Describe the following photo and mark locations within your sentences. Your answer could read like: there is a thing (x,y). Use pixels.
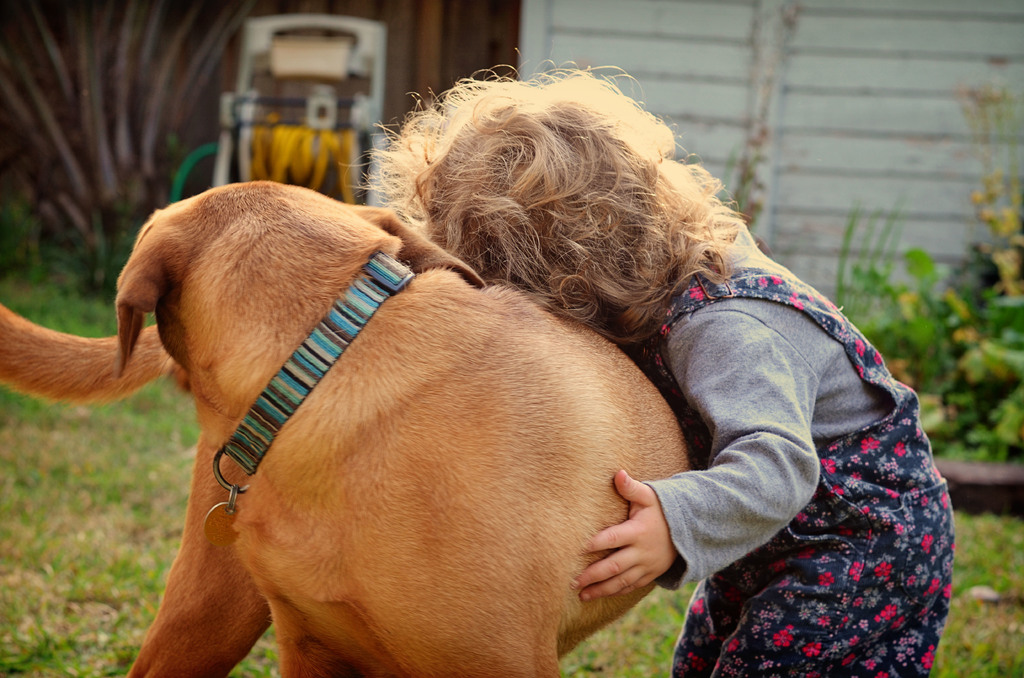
The picture consists of small girl (696,427) and a dog (366,436) in this middle (466,375), behind them there are plants (990,309), wall (748,125) and hose reel (319,99) in the picture.
